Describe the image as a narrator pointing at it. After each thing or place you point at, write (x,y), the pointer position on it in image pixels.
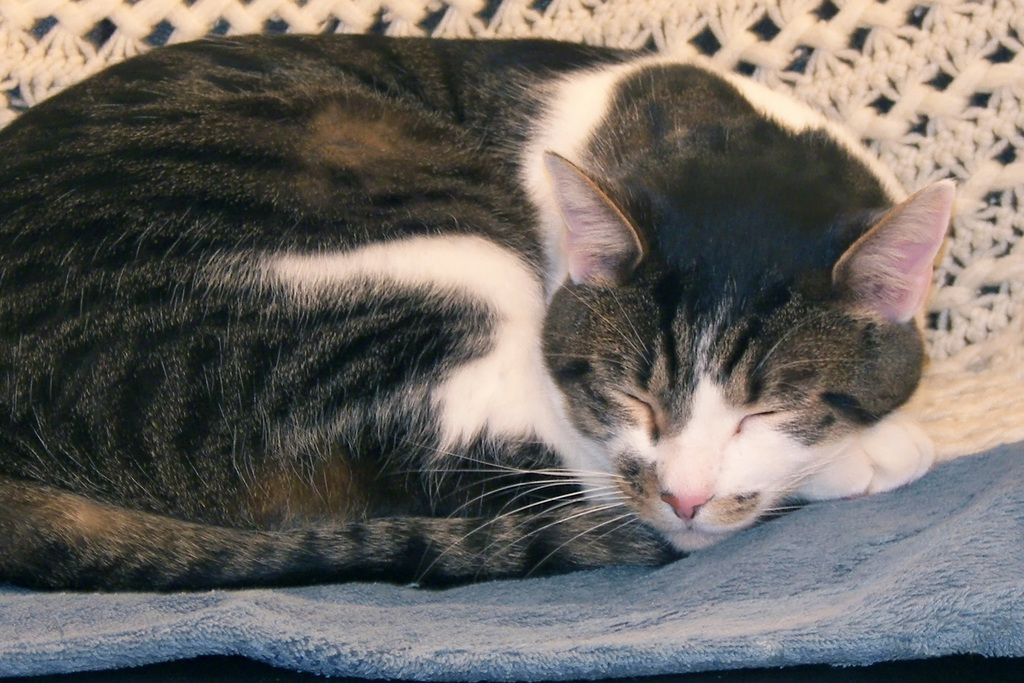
In this image we can see a cat (805,191) with closed eyes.
